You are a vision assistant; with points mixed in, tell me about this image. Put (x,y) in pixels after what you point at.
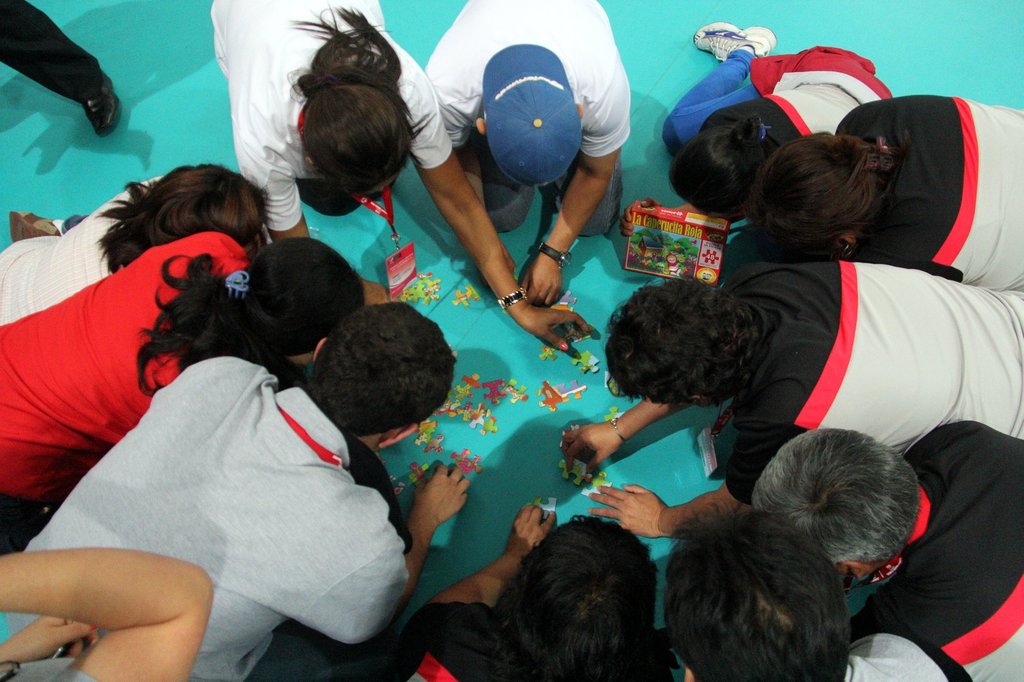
In this image, we can see persons (298,303) wearing clothes (887,399) and sitting on knees (317,193). There are jigsaw puzzles (490,395) in the middle of the image (606,416). There is a person leg (59,84) in the top left of the image (59,78).
